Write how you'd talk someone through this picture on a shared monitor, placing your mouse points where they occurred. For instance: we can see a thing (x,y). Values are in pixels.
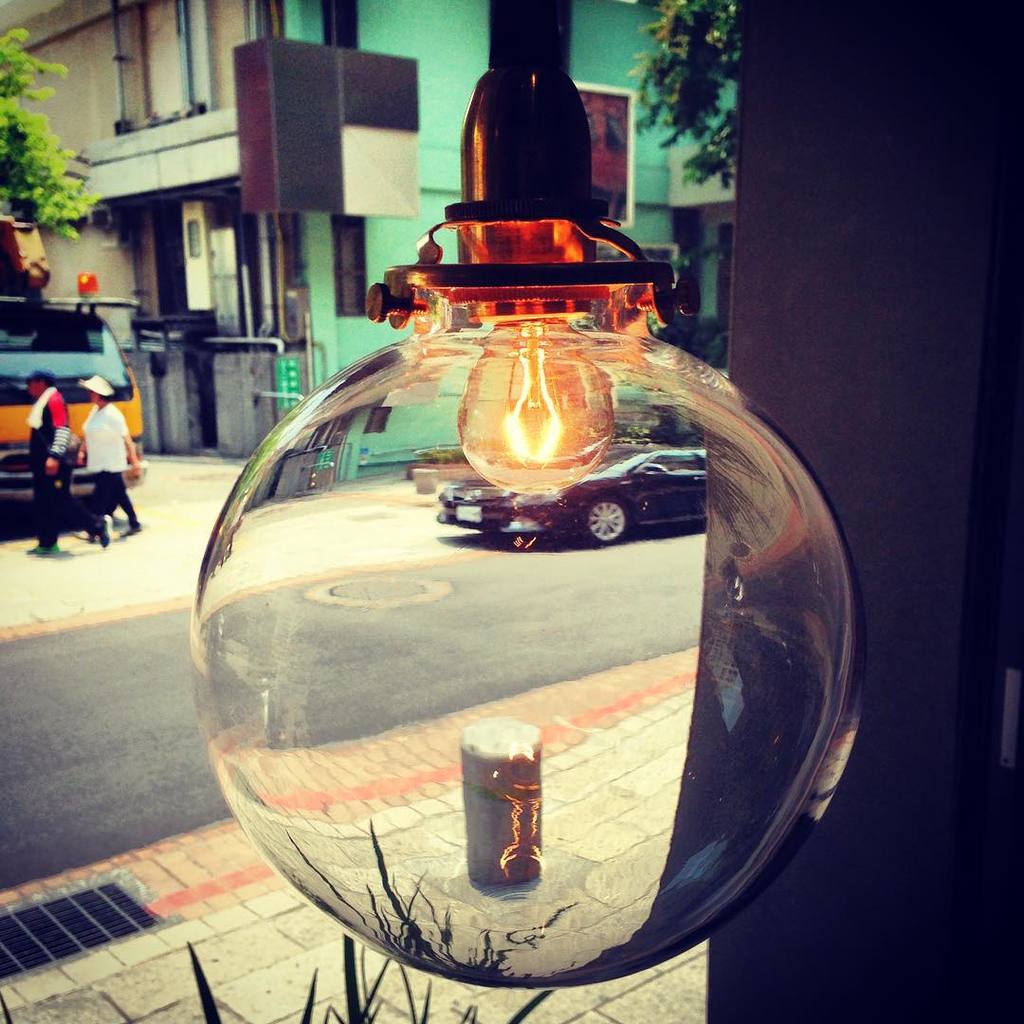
This picture is clicked outside. In the foreground (614,661) we can see a glass object (611,438) with a bulb (526,437) and we can see some other objects (867,330). In the center (525,524) we can see the vehicles (47,355), group of persons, buildings (153,155), trees (21,202) and many other objects (12,966).
